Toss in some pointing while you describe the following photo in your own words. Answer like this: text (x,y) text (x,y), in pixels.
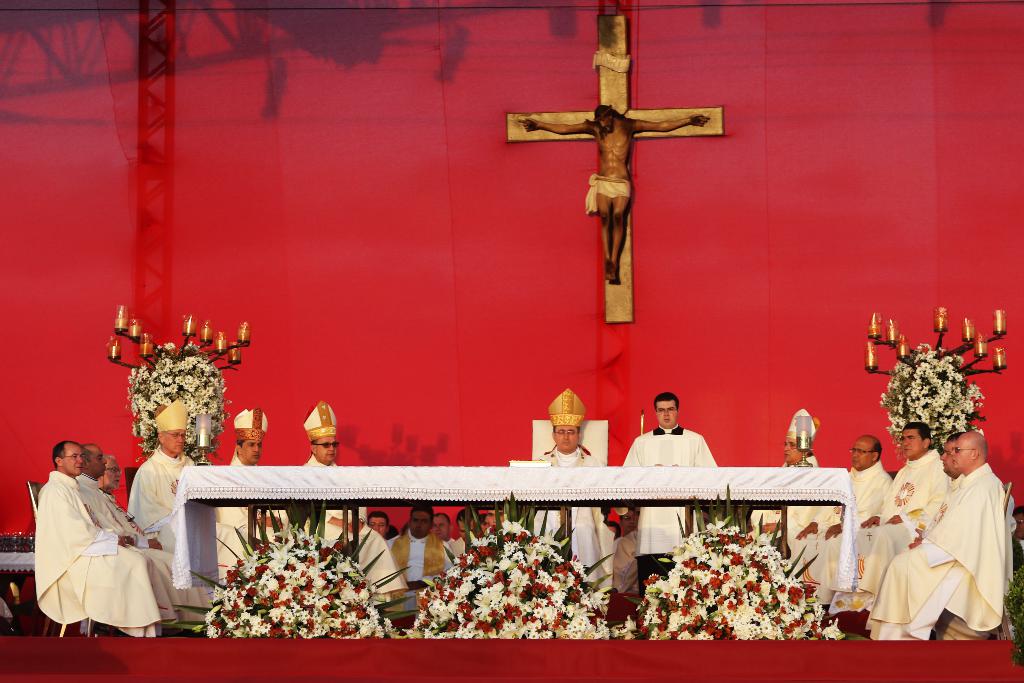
In this image we can see many people (131,528) sitting. Some are wearing caps (179,422). And some people (331,461) are wearing specs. And there is a table (544,477) with white cloth (627,471). Also there are flower bouquets (524,572) and lights (908,360). In the back (294,177) there is a wall (399,255). On the wall (561,99) there is a cross (625,64) with statue (611,138). And one person (634,458) is standing. On the table (418,468) there are lamps (804,460) with stands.
